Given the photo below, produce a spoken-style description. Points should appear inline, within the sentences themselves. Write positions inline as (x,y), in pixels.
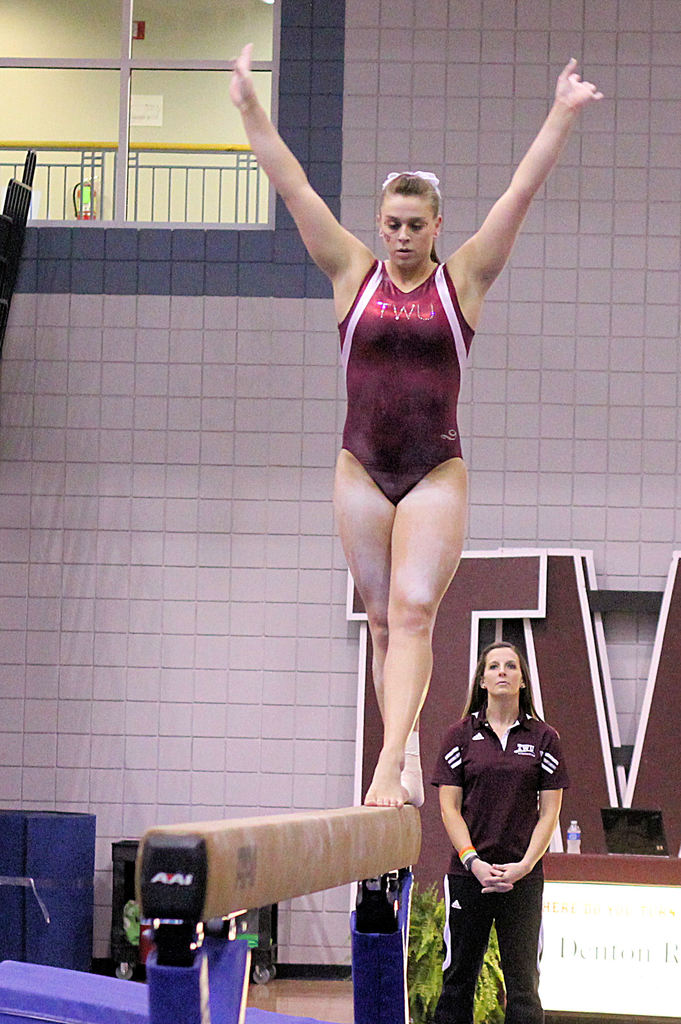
In the image there is a pole (321,858). On the pole (396,818) there is a lady (426,388) standing. Behind her there is a lady (502,665) standing on the floor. In the background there is a wall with window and also there are few other items (565,566) on the wall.
